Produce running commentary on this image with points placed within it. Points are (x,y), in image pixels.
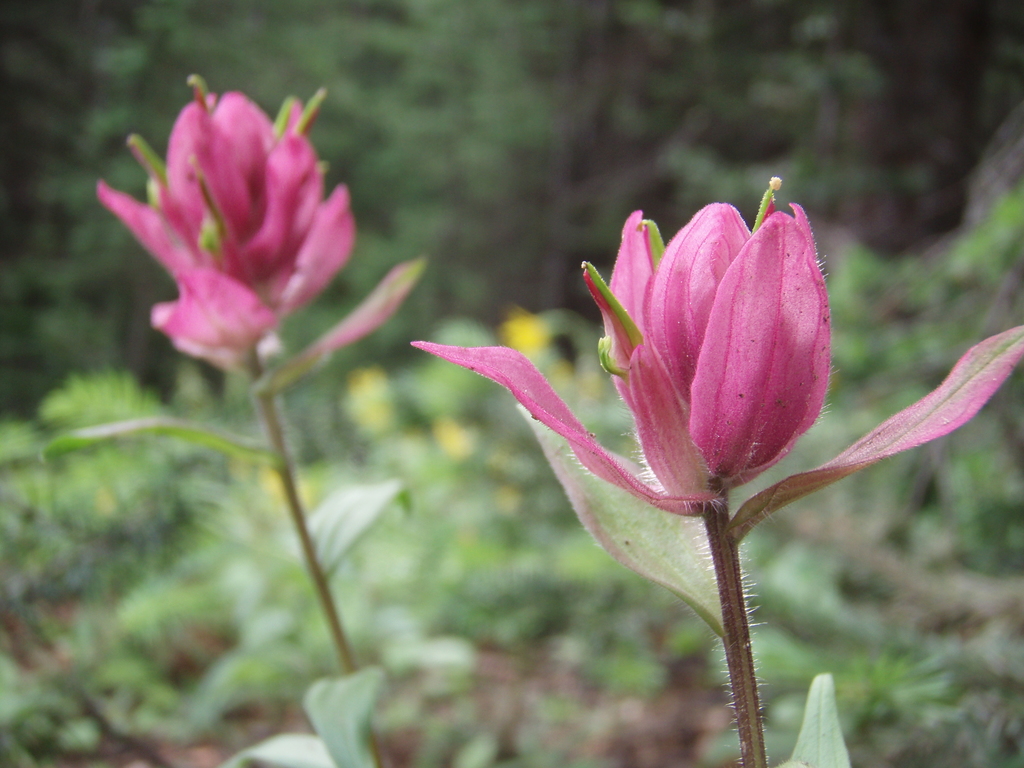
In this picture we can see few flowers (452,358) and plants (451,563).
